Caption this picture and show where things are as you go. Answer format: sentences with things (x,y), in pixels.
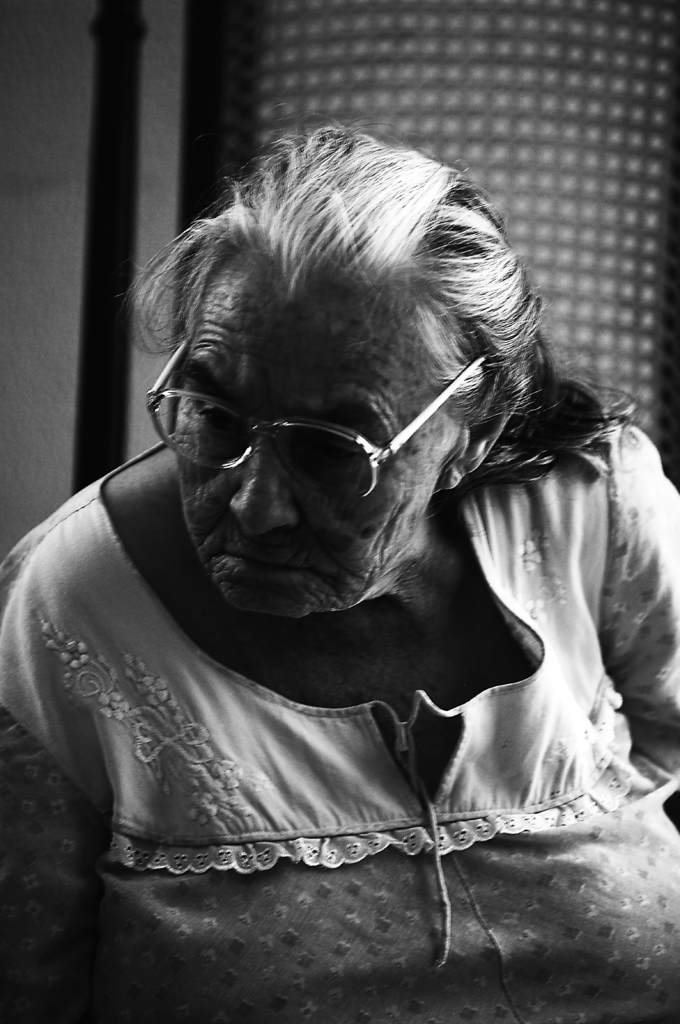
In this image I can see a woman (301,489) in the front (332,632) and I can see she is wearing a specs (176,406). I can also see this image is black and white in colour.
